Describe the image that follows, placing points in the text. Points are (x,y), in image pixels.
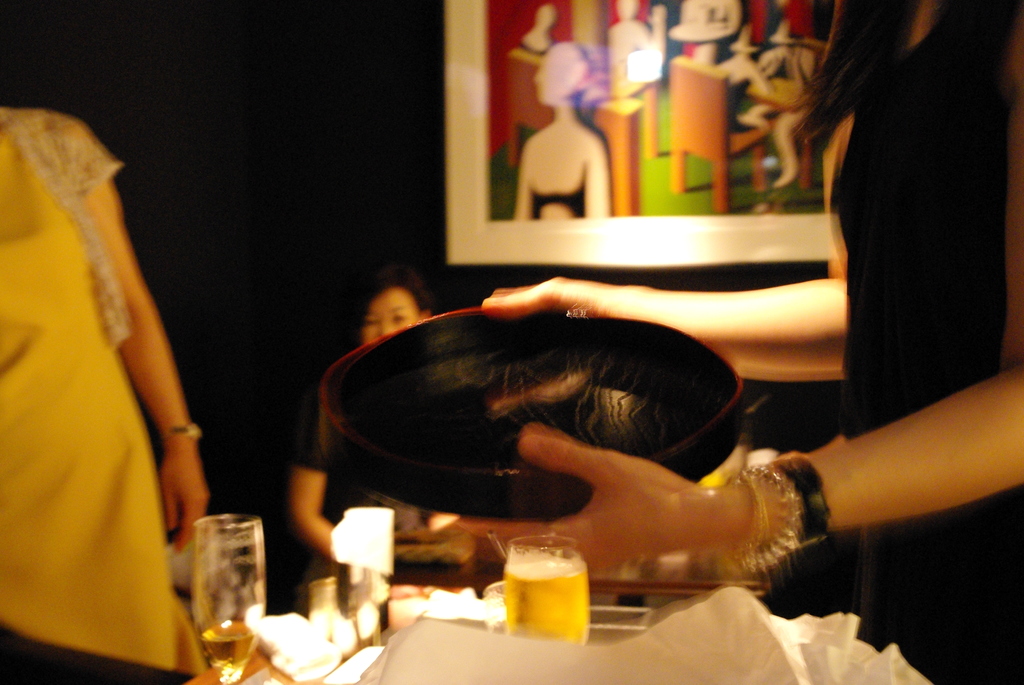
In this picture I can see couple of glasses (249,596) and few items (436,650) on the table (569,652) and looks like a human hand (579,464) holding a tray (465,400) and I can see a woman (390,317) sitting in the back (363,295) and I can see another woman (84,374) standing on the left side of the picture (24,458) and I can see frame (582,200) on the wall (183,109) and I can see dark background (256,334).
